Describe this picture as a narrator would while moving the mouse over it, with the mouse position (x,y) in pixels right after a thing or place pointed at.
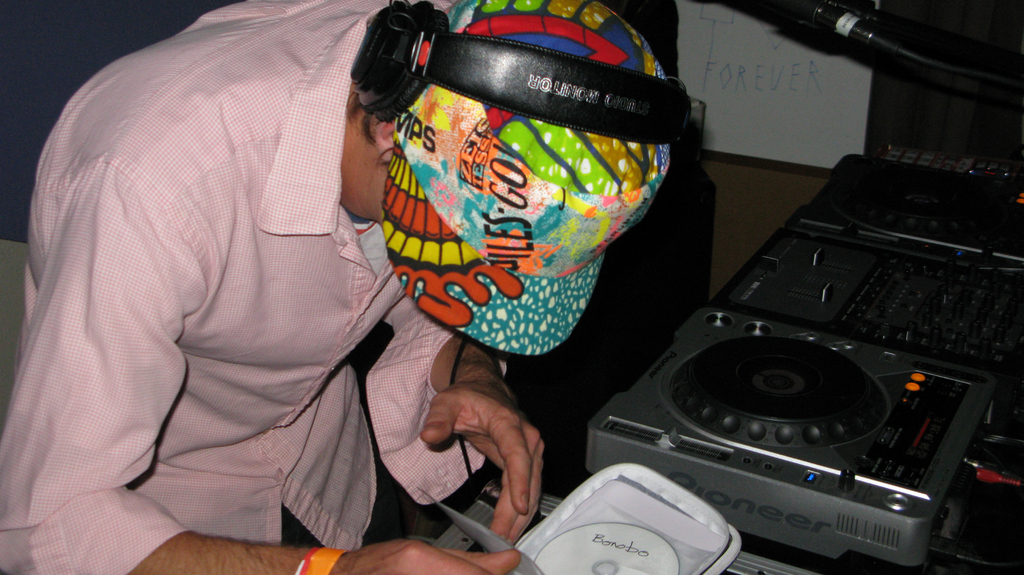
In this image we can see a person (302,197) with headphones (458,89) and cap (503,205) is holding a bag (599,513) and there is a CD (611,529) in the bag (620,506), there is a music player (824,374), a white board (807,109) with text (793,81) and a dark background (644,320).
